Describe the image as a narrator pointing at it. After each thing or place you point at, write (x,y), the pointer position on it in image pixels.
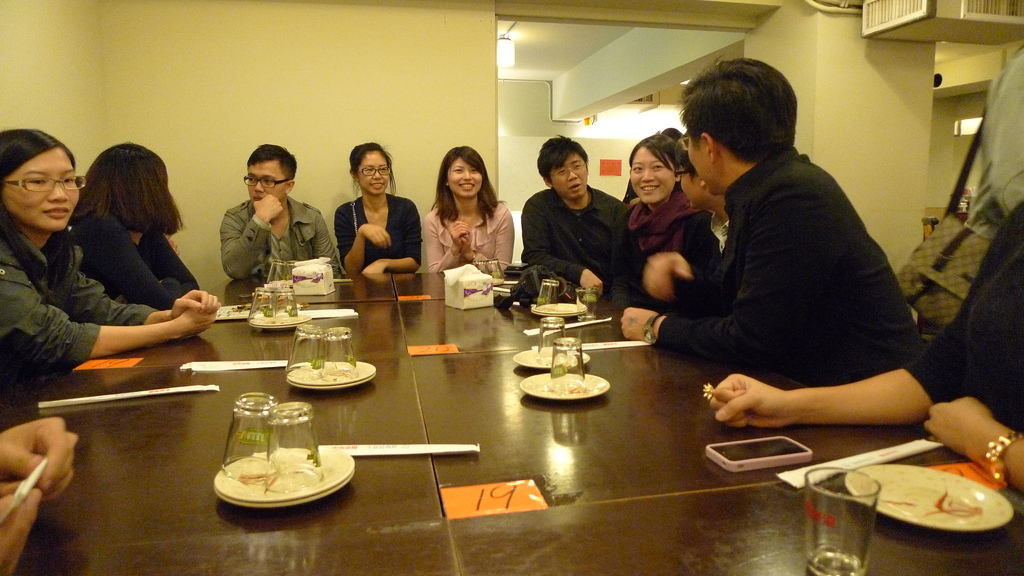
In this picture, there are group of people (696,239), who are sitting on a dining table (215,338). There is a glass (332,372) placed on the saucer (340,370). There is a mobile phone (741,454) placed on the table (762,471). There is a plate (947,499) and there is a light (505,59) on the roof (545,43). There is air conditioner (892,31) attached to the roof (954,55). There is a person (992,148), who is wearing bag (929,276) on his shoulder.
